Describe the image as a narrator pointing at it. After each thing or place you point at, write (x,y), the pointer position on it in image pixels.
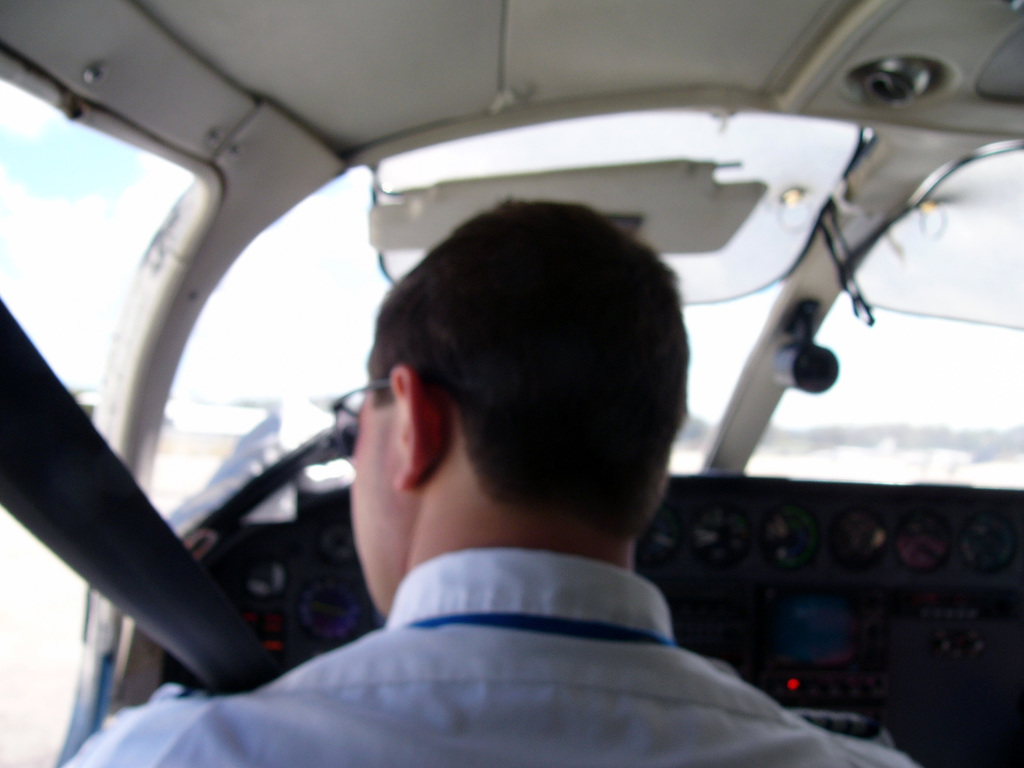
In this picture we can see a person (459,715), control panel (810,531), glass windows (208,303) and roof (588,40).
